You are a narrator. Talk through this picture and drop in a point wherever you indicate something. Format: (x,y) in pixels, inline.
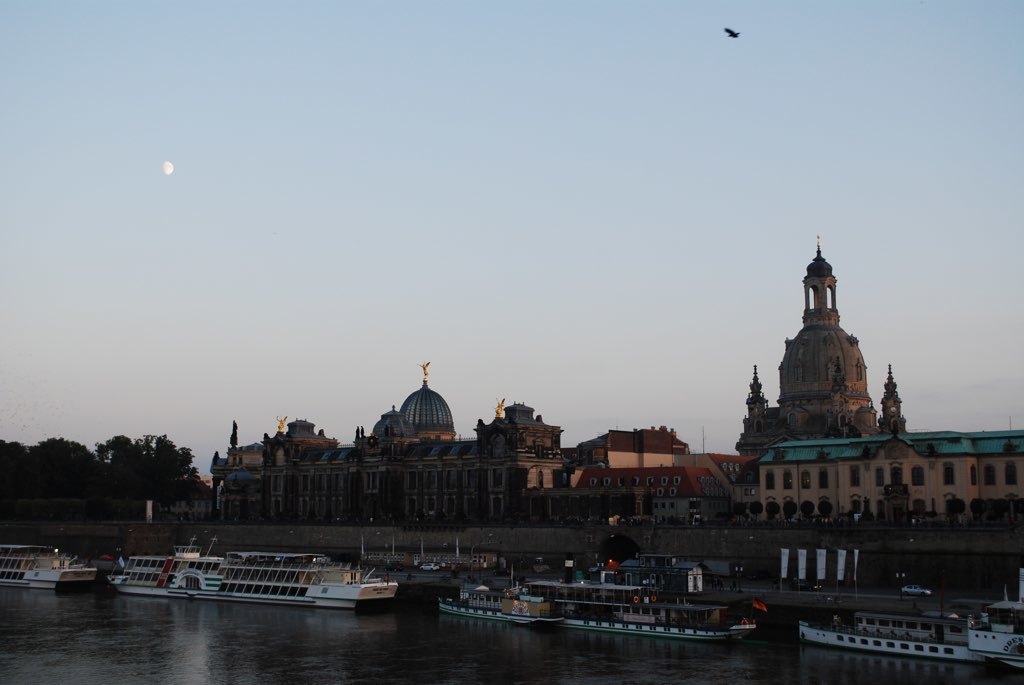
In this image there are buildings (332,445) and trees (134,480). At the bottom (44,629) there is water (607,668) and we can see boats (384,589) on the water (117,609). In the background (619,173) there is sky (641,155) and we can see a bird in the sky (721,37).
